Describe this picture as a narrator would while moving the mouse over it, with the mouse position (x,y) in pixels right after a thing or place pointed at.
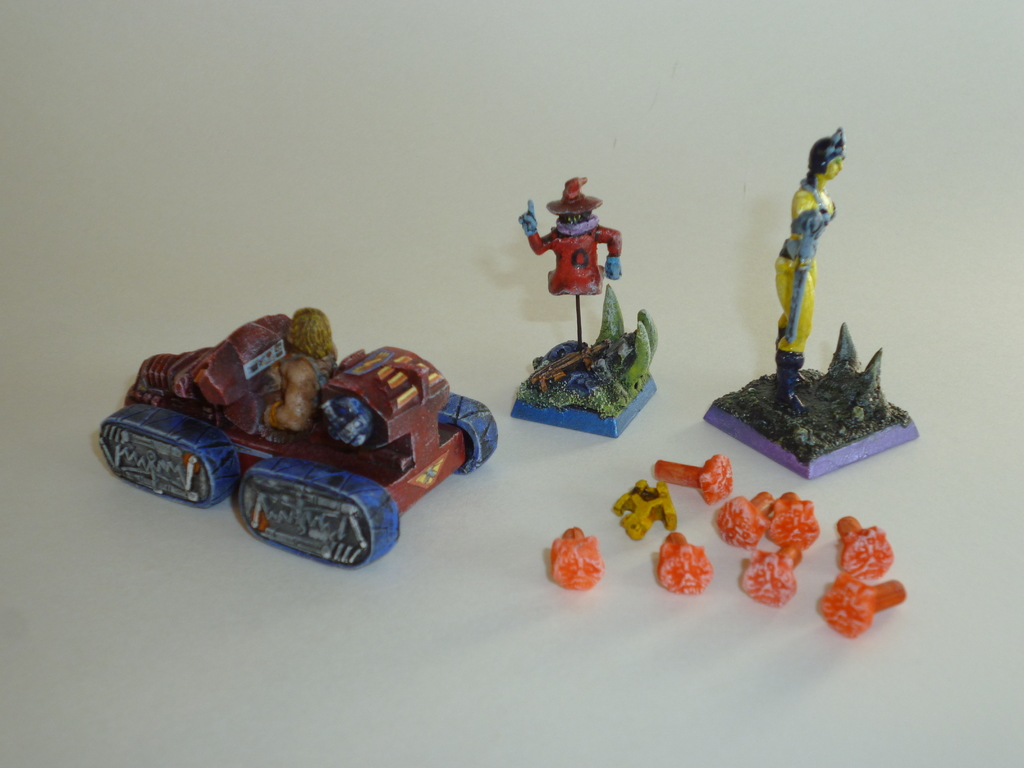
In this picture, we see a toy car (342,449) in blue and brown color. Beside that, we see toys (782,250) in red and yellow color. In front of the picture, we see the objects (776,517) in orange color. These objects (742,536) look like the nails (813,515). In the background (406,212), it is white in color.
